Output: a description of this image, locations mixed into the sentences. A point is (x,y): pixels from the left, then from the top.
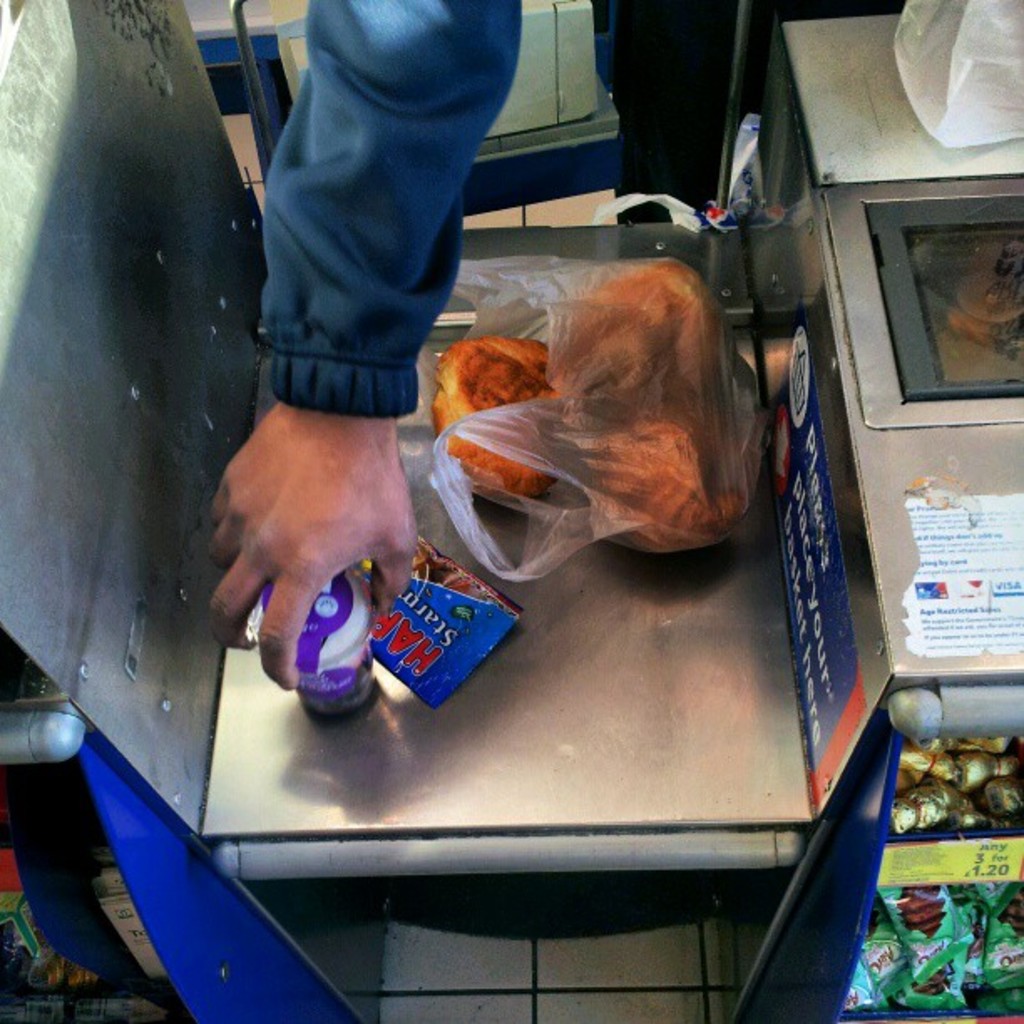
In the image in the center (676,656), we can see one counter (482,711). On the counter (548,689), we can see one bottle (326,660), plastic cover (546,458), plastic packet (431,624) and buns (460,388). And we can see one person (285,257) holding bottle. In the background (560,64) we can see boxes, posters (806,667), chocolates (942,743), packets (952,930) and a few other objects (898,544).
